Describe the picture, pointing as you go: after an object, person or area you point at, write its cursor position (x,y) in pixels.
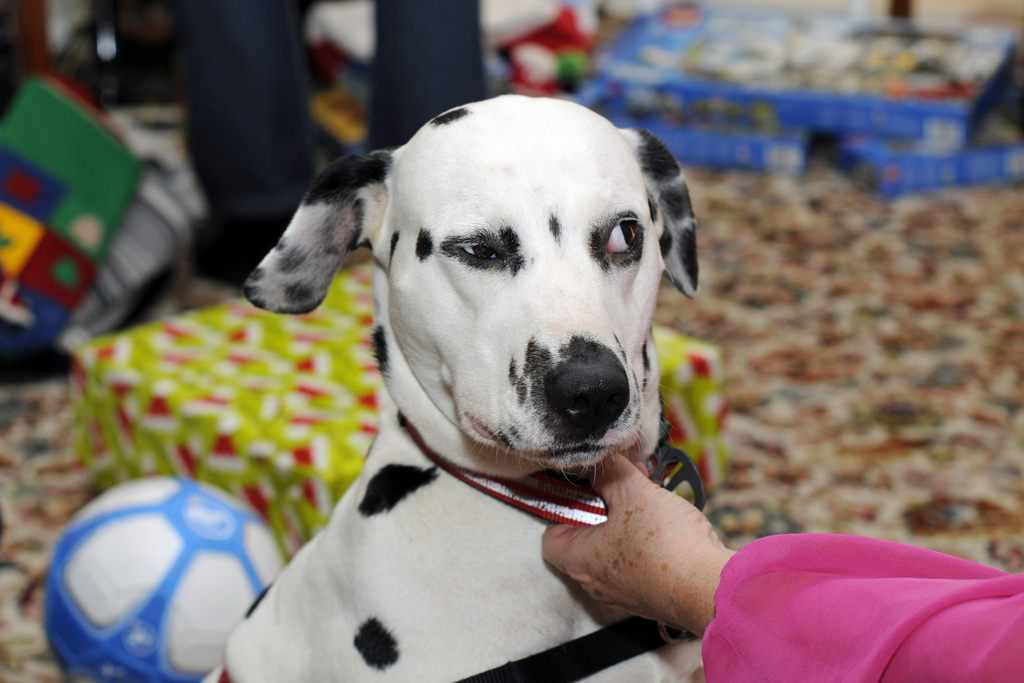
In the bottom right hand corner (685,544) we can see a person (624,511) is holding a dog (545,610), behind the dog (534,405) we can see a ball (183,506), few boxes (356,404) and other things (219,82).
